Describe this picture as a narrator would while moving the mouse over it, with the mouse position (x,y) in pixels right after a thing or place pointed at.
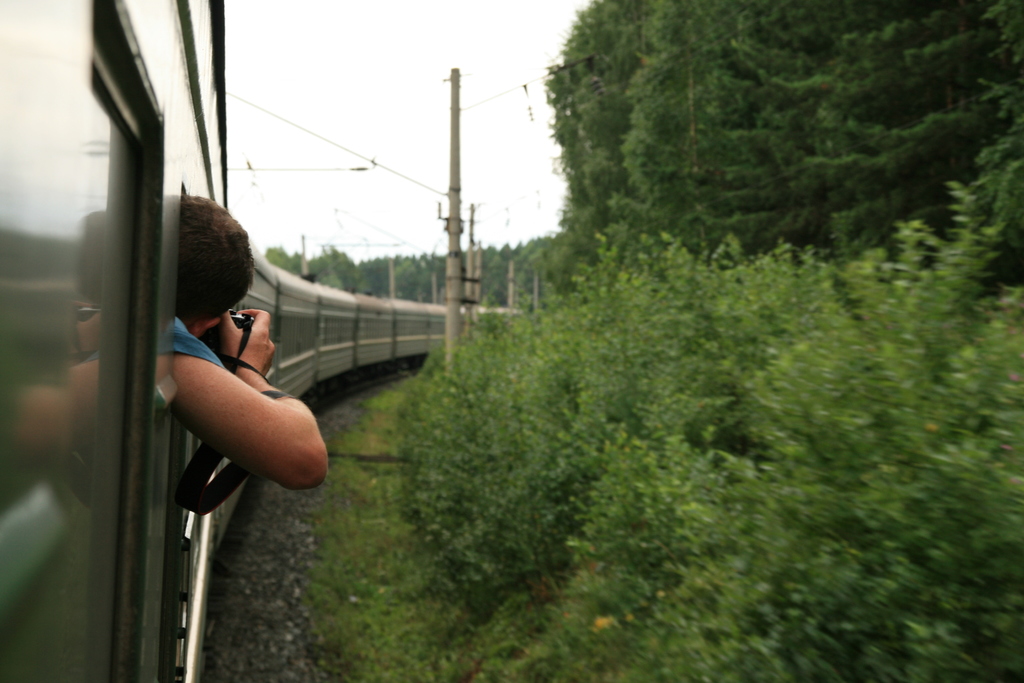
On the left side (194,289), there is a person (194,289) keeping his head (194,289) outside of a train (271,298), holding a camera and capturing. This train (306,399) is on a railway track (267,515). On the right side (941,502), there are trees (997,50), plants (651,481) and grass (381,528) on the ground (446,655). In the background (521,207), there are electric poles (457,332), trees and there are clouds (501,78) in the sky (501,78).
